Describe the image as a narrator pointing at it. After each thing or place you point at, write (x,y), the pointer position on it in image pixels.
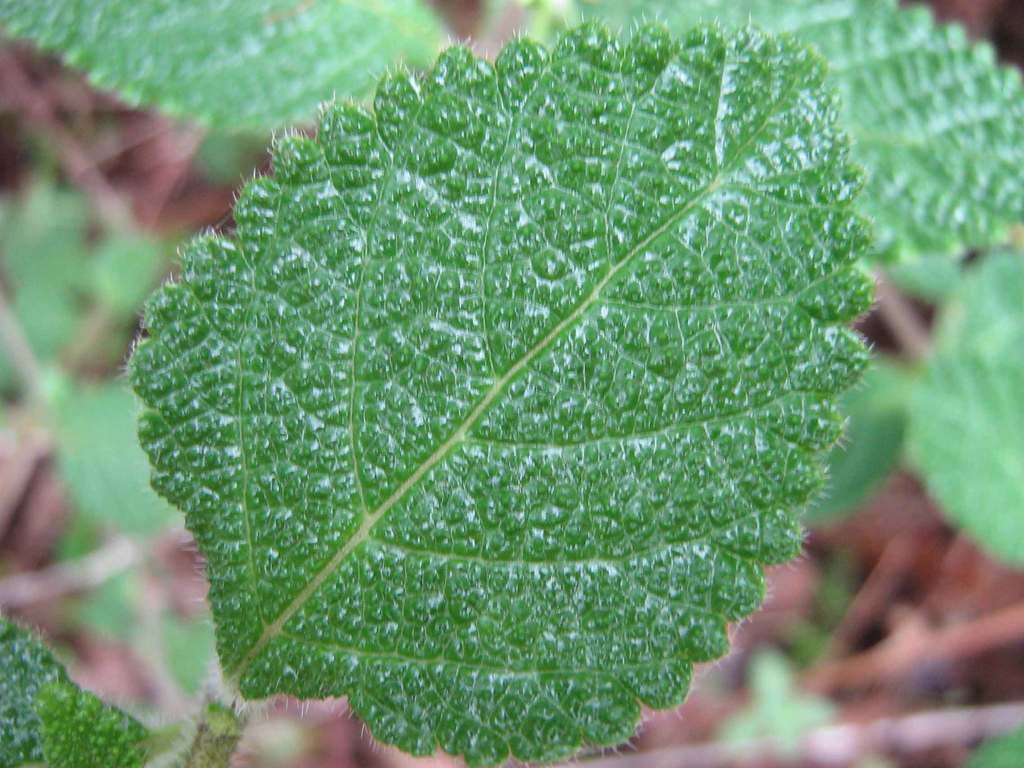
There is a zoom in picture of a leaf (557,374) of a plant (352,309) as we can see in the middle of this image (446,499), and there are some other leaves (110,417) in the background (921,141).
